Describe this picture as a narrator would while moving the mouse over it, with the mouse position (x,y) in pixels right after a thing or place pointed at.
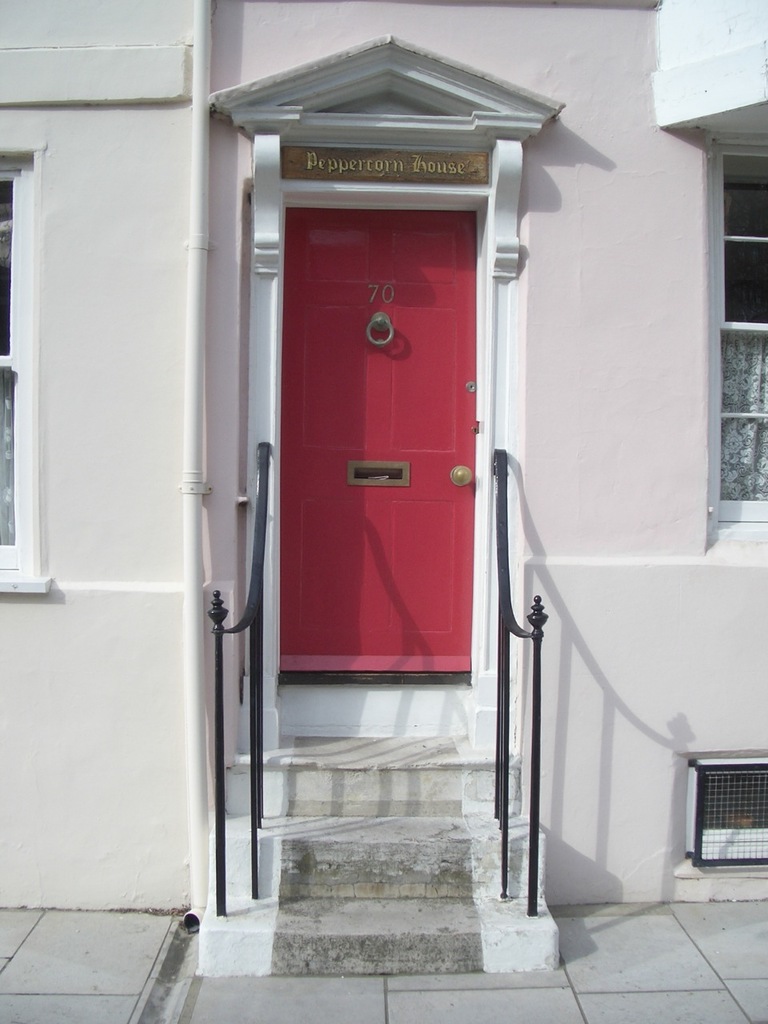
In the picture we can see a house (274,586) with a door (293,563) which is red in color and top of the door (307,506) it is written as peppercorn house and near the door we can see some steps (353,863) and railing (259,589) and near the steps (353,853) we can see a path (429,1003) with tiles (437,993) and beside the door (304,521) we can see windows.
